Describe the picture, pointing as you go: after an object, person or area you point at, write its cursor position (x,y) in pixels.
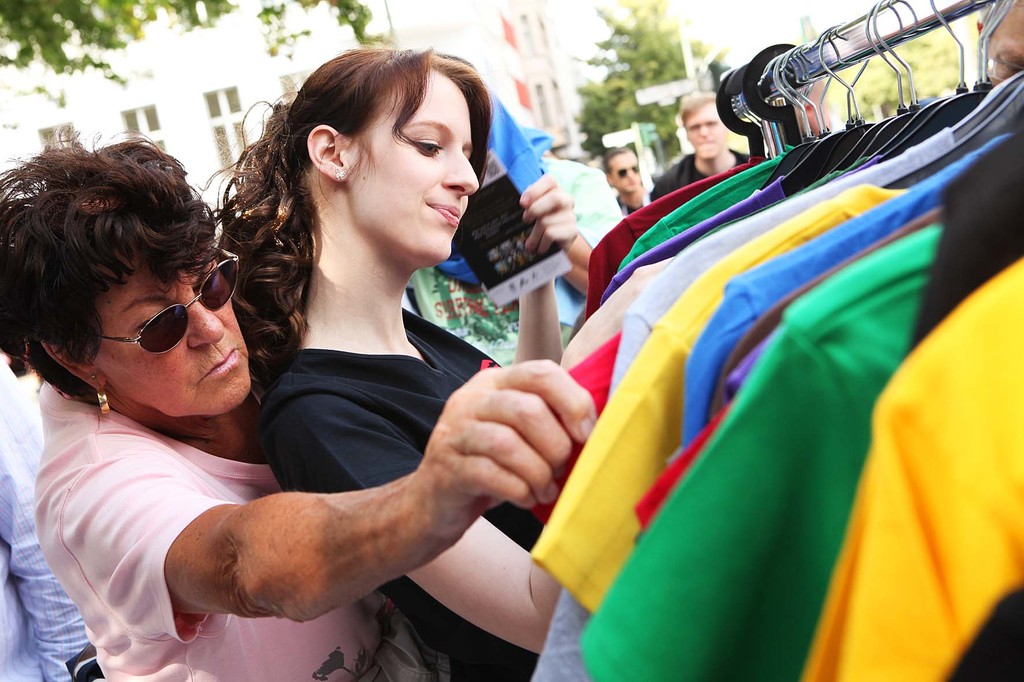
In this image I can see on the left side (123,512) an old woman (216,482) is trying to select the clothes (671,365). In the middle (406,439) a beautiful girl (468,372) is there, she wore black color top (372,434). On the right side (776,329) there are t-shirts (795,320) that are hanged to this hanger (792,135), at the back side (281,72) there are trees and buildings (137,113).
